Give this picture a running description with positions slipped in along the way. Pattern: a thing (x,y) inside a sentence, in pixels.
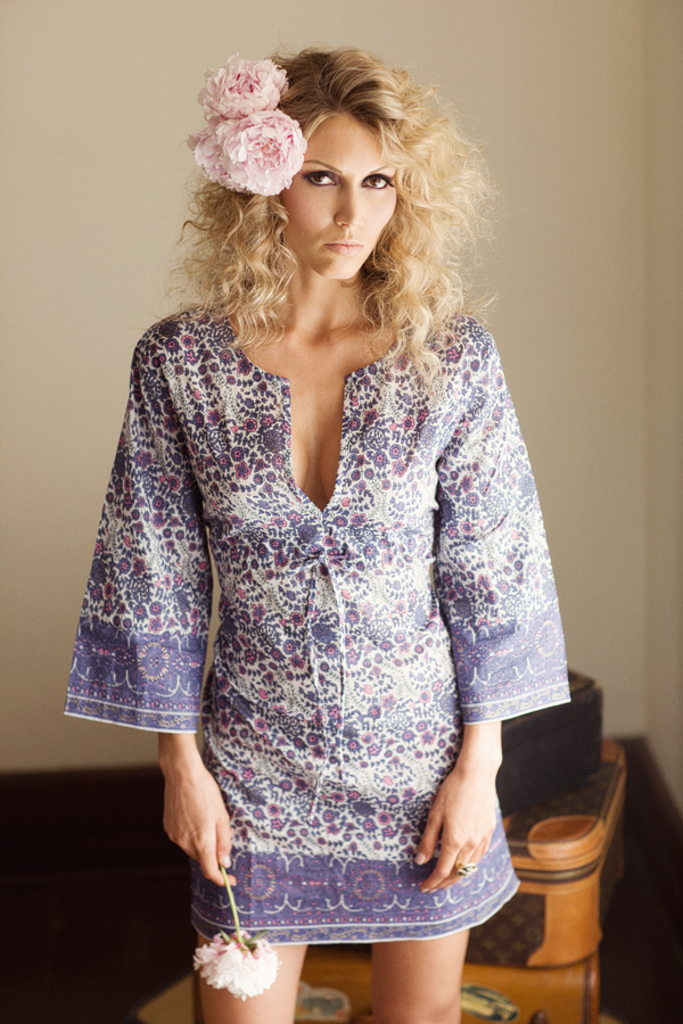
In this picture we can see a woman (342,691) is standing and holding a flower (238,936), in the background (603,309) there is a wall (635,301), it looks like a box (538,863) at the bottom (543,867).
